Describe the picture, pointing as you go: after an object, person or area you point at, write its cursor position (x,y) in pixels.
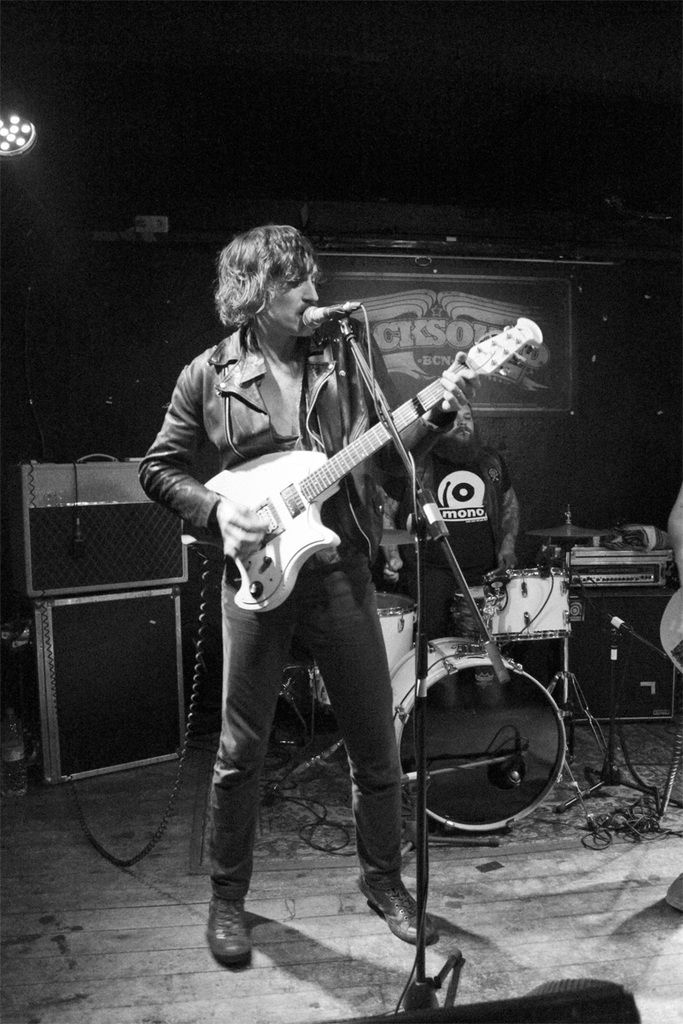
The person (208,410) wearing black coat (240,414) is playing guitar (351,450) and singing in front of a mic (382,396) and there is other person (429,447) in the background (464,511) playing drums (496,590).
